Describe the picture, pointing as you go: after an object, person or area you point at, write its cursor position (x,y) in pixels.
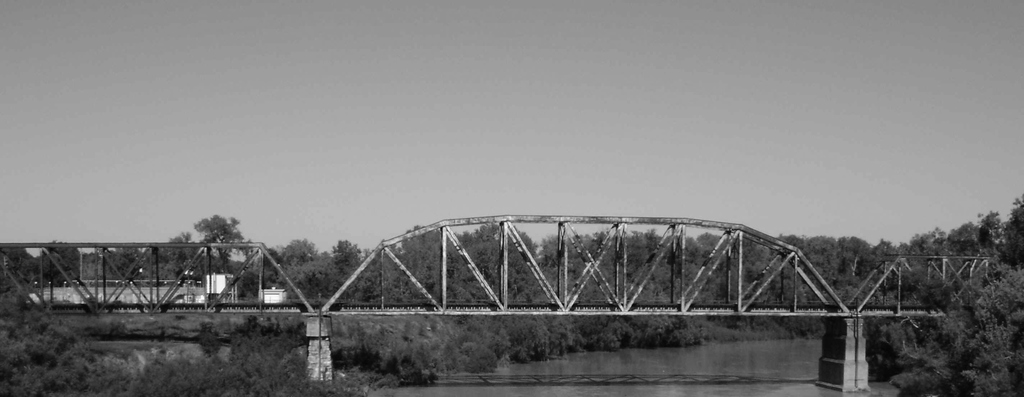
In this image we can see a bridge (565,278), there are some trees (295,351), metal rods (96,280), buildings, poles (151,275), lights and water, in the background (760,155) we can see the sky (937,191).
